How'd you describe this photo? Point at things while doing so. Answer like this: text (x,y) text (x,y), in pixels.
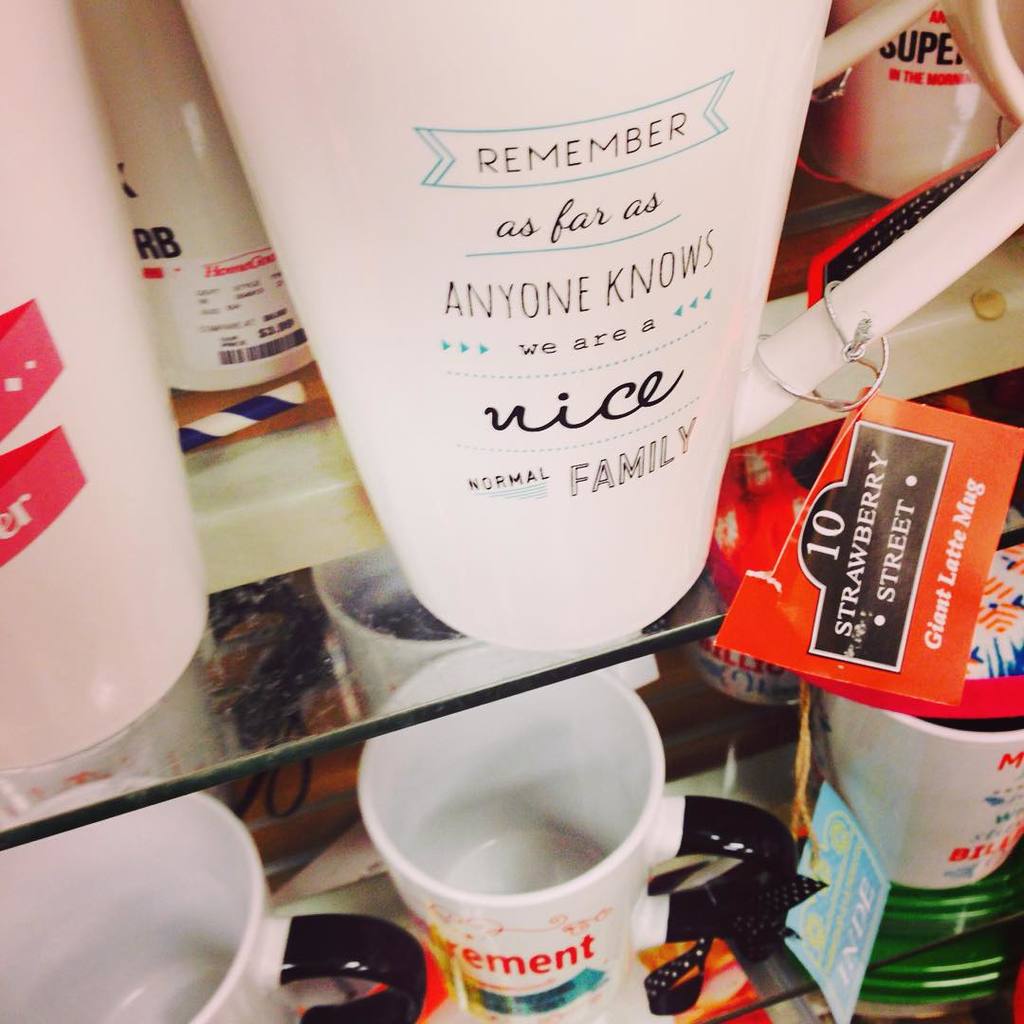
In the image there are glass racks (478,688). On the racks (424,715) there are cups (503,184) with something written on it. And also there are tags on the cups (838,360).
